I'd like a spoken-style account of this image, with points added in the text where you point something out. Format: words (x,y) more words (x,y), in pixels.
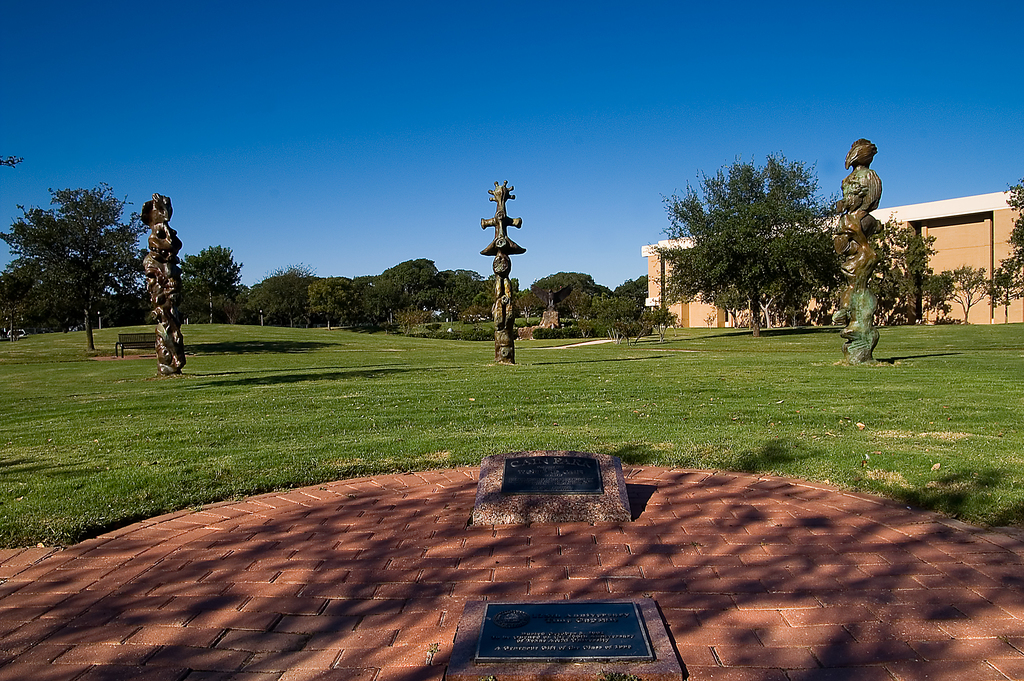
In this image, we can see statues (505,242), buildings (649,286), poles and trees (365,289). At the bottom (473,548), there is a path (465,482) and some stones (531,498) on the ground (281,409).
